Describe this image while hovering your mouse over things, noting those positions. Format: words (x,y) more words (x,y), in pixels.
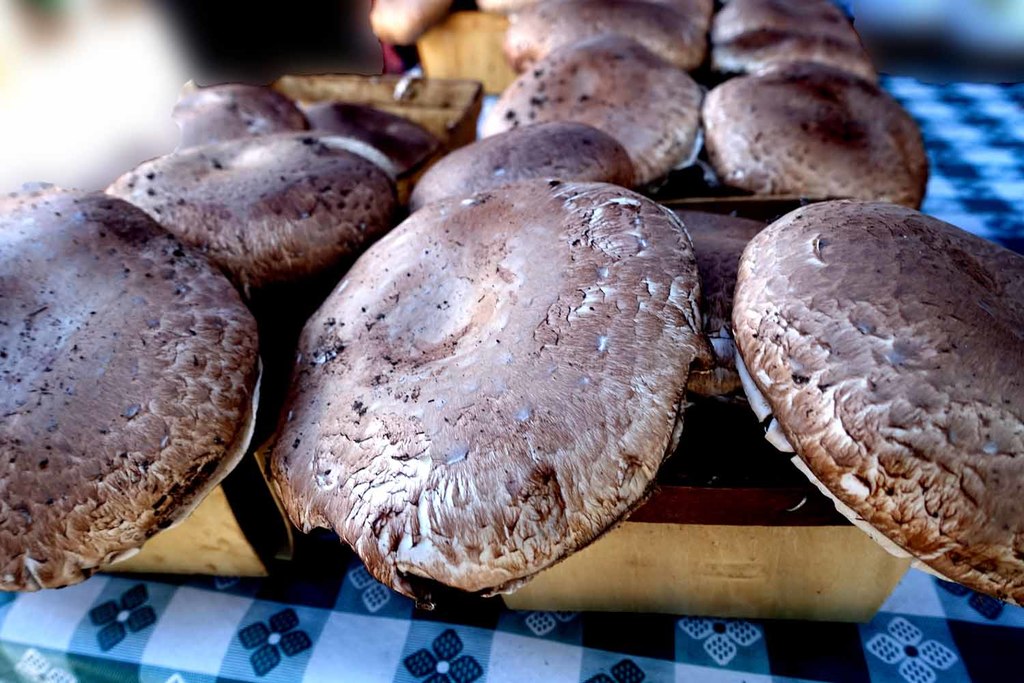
Here we can see food items (550,359) and a cloth (739,619) on a table (977,655).
